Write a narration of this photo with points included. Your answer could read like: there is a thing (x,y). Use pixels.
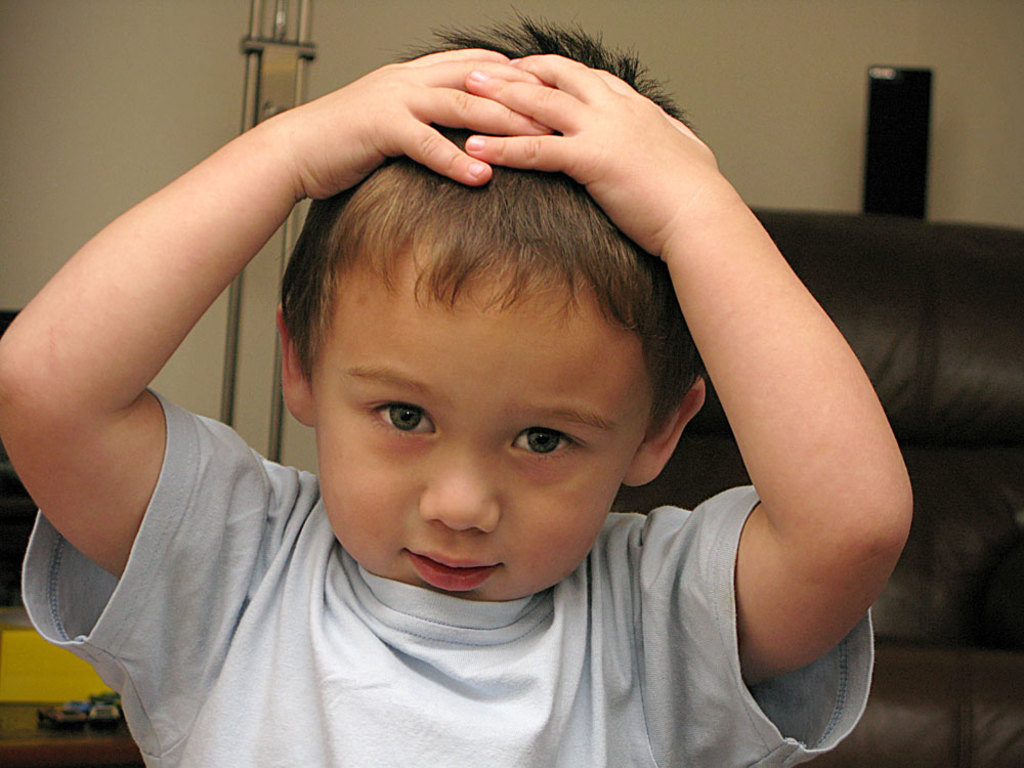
In this picture I can see a boy (813,365) in front (233,562), who is wearing white color t-shirt (282,582). In the background (918,238) I see the black color thing (859,253) on the right side of this picture (873,287) and I see the cream color background (940,38).
